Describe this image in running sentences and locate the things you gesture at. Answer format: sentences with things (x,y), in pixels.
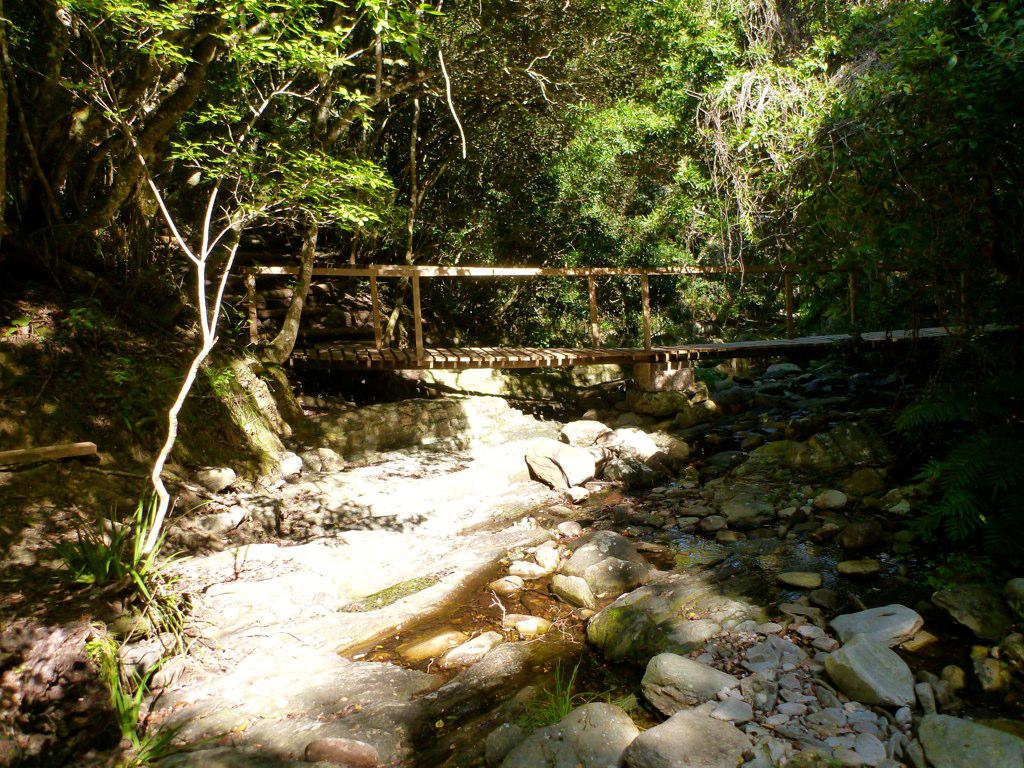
In this image there is a bridge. Below it there is water flow (792,600). Right side (711,747) there are few rocks (714,654) on the land (709,602) having few plants (673,245) and trees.
